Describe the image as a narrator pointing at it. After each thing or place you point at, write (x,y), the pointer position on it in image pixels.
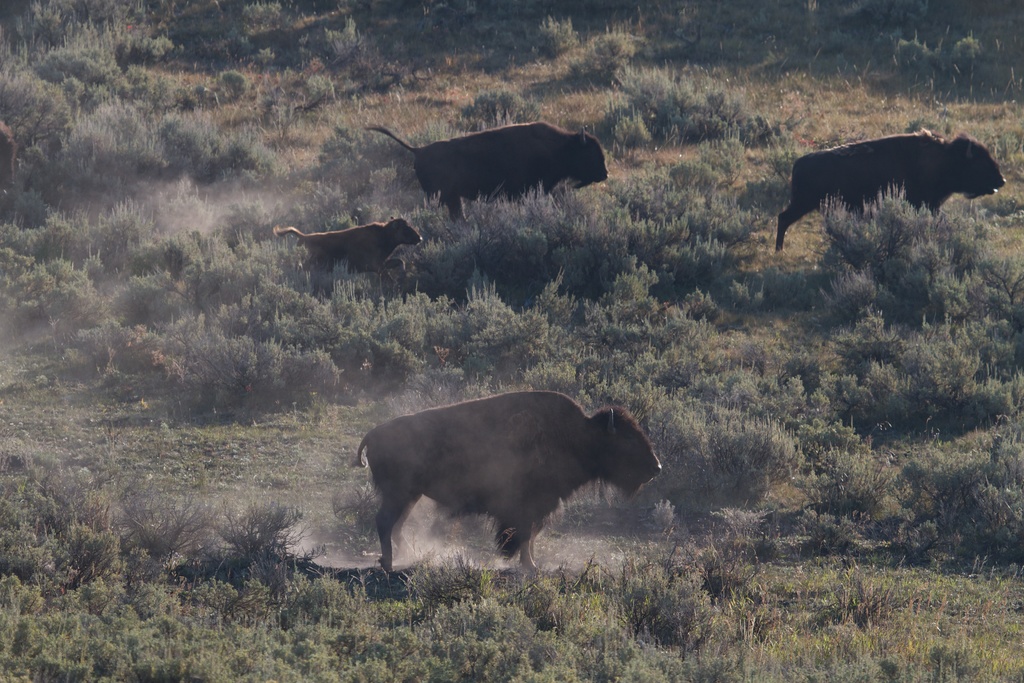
In this image we can see there are few animals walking on the surface (153,440) of the grass (136,431) and there trees (91,160) and plants (361,30).
